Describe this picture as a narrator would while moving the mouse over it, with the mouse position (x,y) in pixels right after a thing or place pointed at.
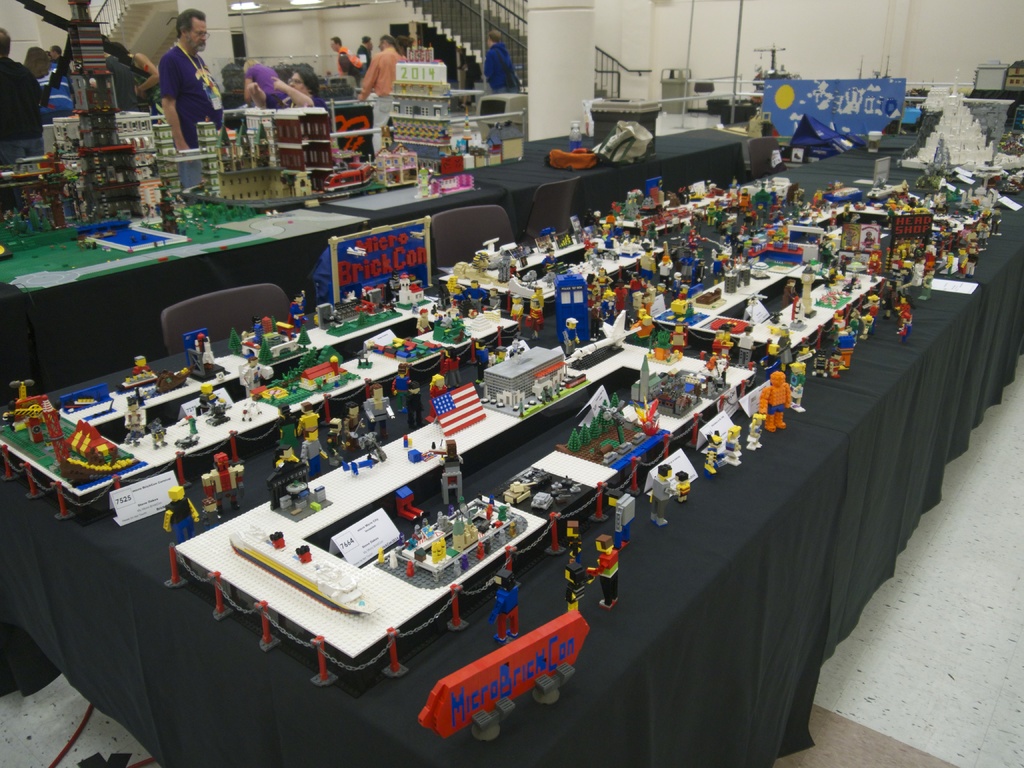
In this image we can see many playing objects (644,277) and some depictions (423,134) of buildings (311,111) and also the towers (106,76) on the table (824,386) which is covered with the black cloth (800,499). In the background (595,96) there is a pillar (580,48), stairs (447,21). We can also see some people (300,72). We can see the floor (927,732) and also the wall (901,48).
